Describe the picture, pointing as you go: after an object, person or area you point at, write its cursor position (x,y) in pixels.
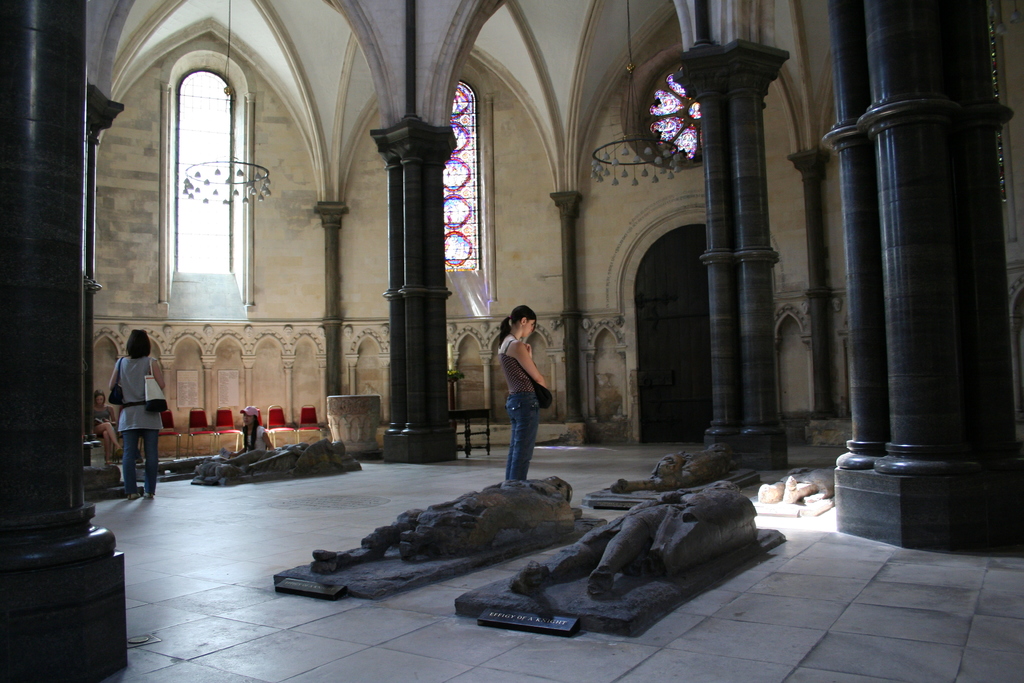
In this image we can see a monument (493,462) with pillars (430,199), windows (462,245) and a roof (473,20). We can also see some sculptures (636,536) on the floor (482,582). On the backside (98,404) we can see some chairs (271,432) and a woman (105,420) sitting on it.
